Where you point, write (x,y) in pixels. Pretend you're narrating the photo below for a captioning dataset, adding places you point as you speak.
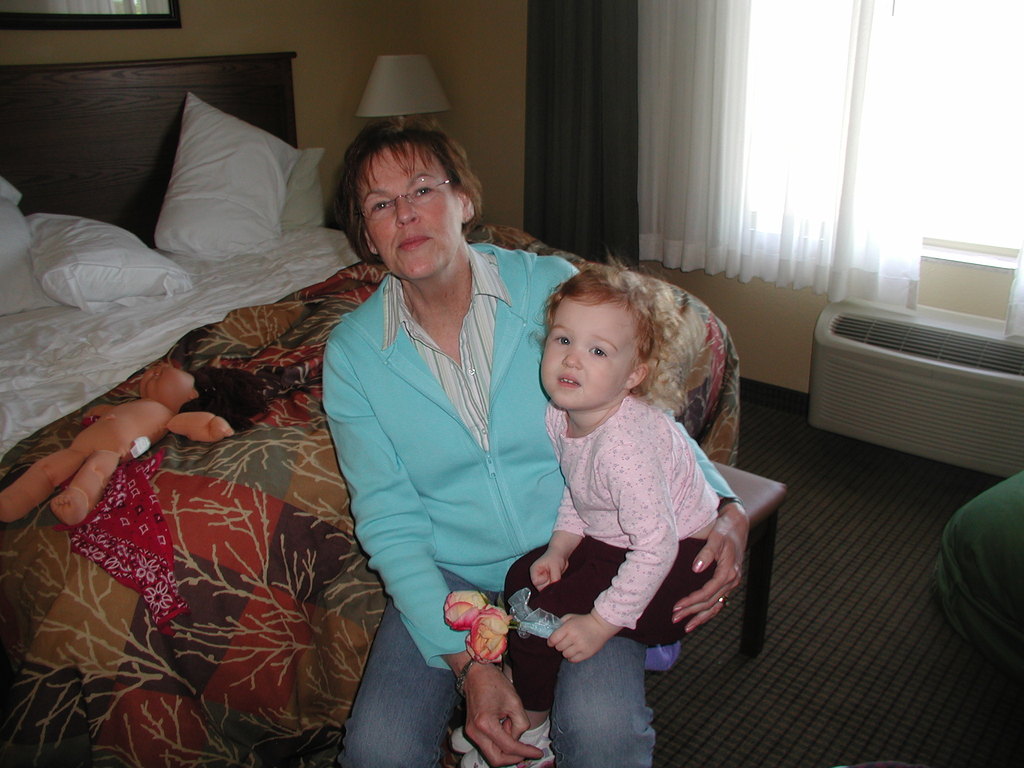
In the picture I can see a woman (403,417) sitting on the bench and she is holding a baby (577,583). I can see the baby (570,562) is holding the roses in the left hand (555,645). I can see the bed (110,333) on the left side (188,409) and there are pillows (203,184) and toys (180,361) on the bed (247,347). I can see a table lamp (400,80) at the top of the picture (413,111). I can see the curtains (872,99) on the top right side (821,135).
